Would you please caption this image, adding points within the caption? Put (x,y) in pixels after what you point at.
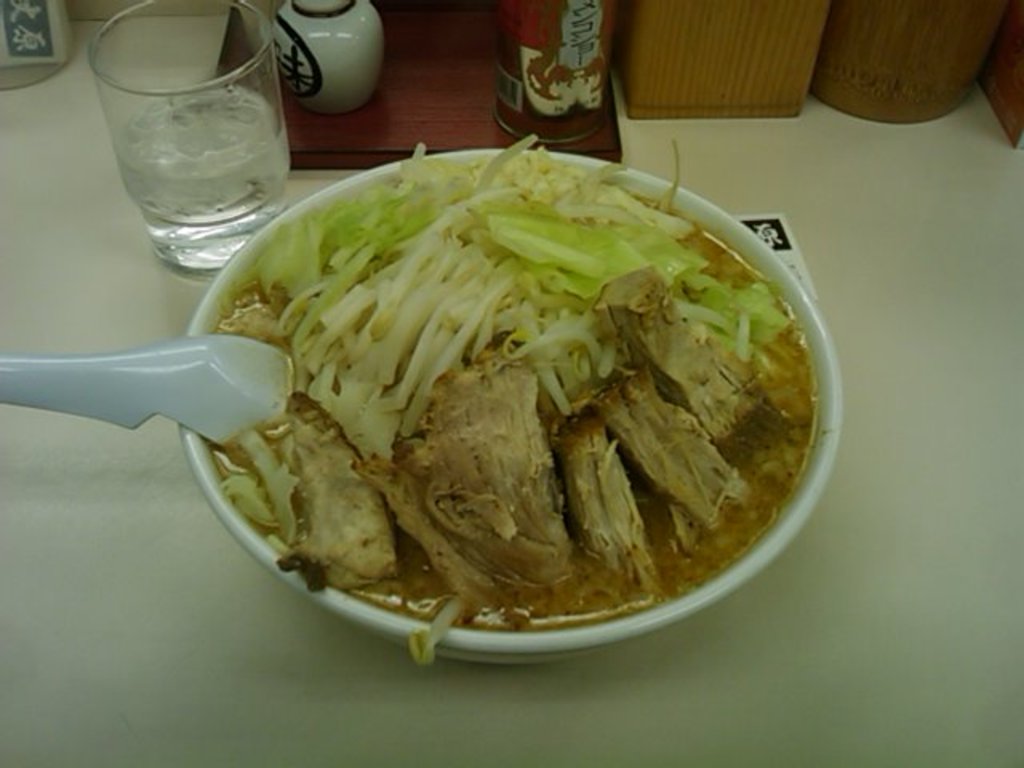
In this picture we can see bowl (371,271) with food (369,277) and spoon (177,361), glass (201,162) and objects (478,57) on the platform (854,520).
